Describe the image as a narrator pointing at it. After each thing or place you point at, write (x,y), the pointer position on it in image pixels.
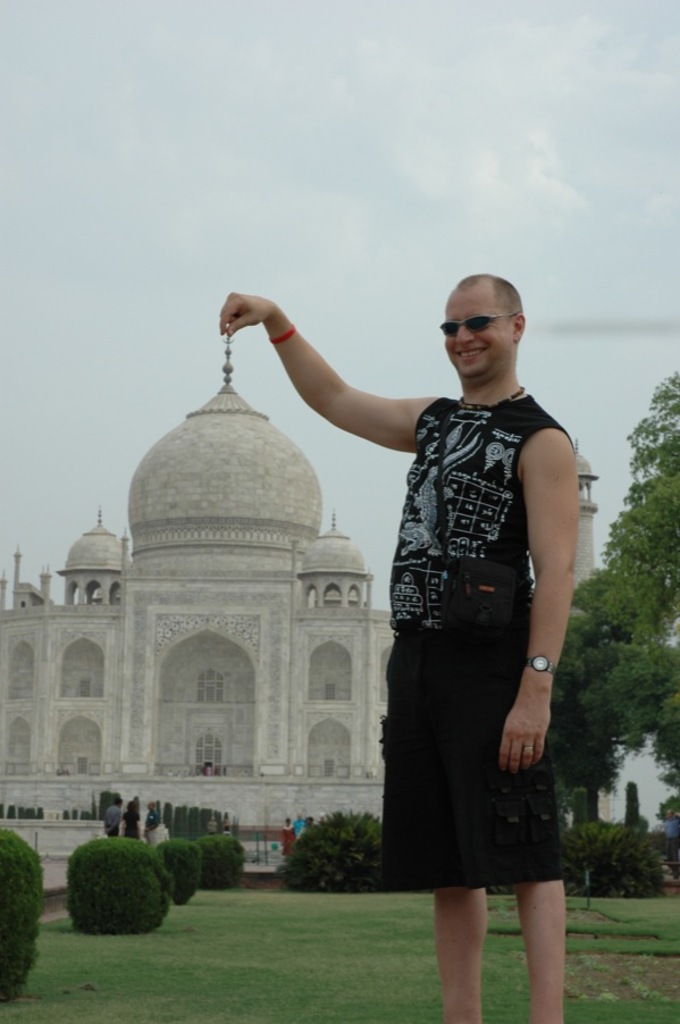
In this image we can see a person (510,429) wearing the glasses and standing and smiling. In the background (347,617) we can see the Taj Mahal (183,536), people (227,828), plants (323,857), trees (603,766) and also the ground (270,930). We can also see the sky (35,161).
